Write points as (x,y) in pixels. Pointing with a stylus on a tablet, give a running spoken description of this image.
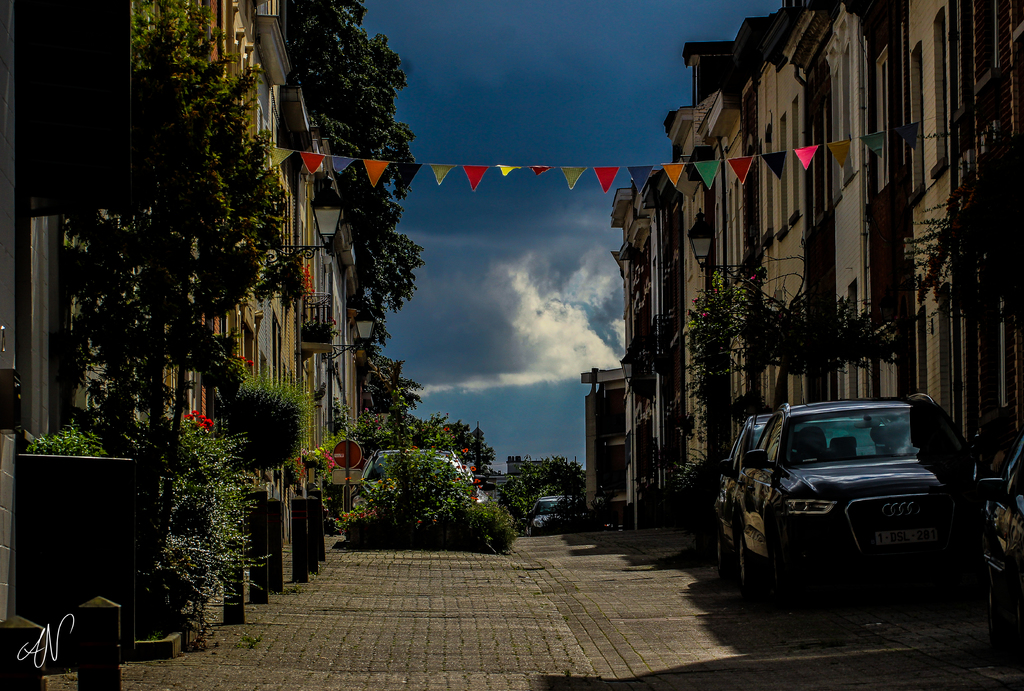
In the image I can see a place where we have some buildings (32,62) and also I can see some trees (126,445), plants (200,586), vehicles (740,561).
